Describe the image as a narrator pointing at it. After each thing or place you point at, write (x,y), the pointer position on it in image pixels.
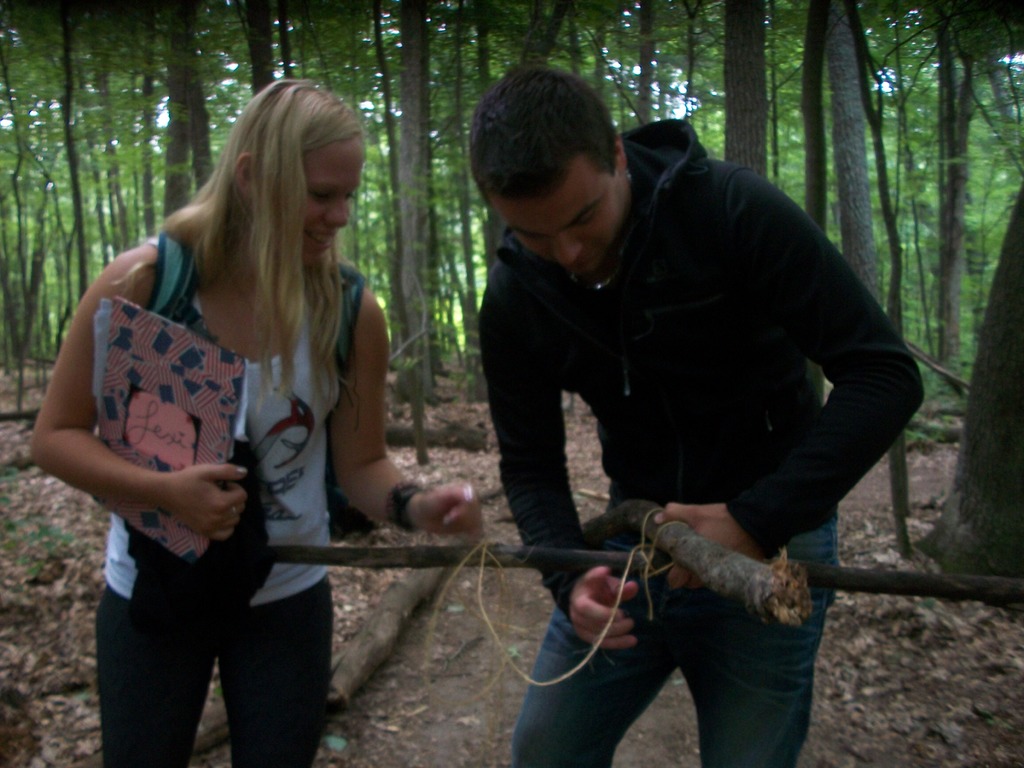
In this picture we can observe a couple (371,375). One of them was a woman (269,430) wearing white color dress (276,487) and holding a file (127,410) in her hand (187,509). She is smiling. The other was a man (580,701) wearing black color hoodie (627,429) and tying two wooden sticks (625,565) together. We can observe dried leaves (349,625) and wooden logs (435,437) on the ground (433,460). In the background (162,84) there are trees (196,91).
